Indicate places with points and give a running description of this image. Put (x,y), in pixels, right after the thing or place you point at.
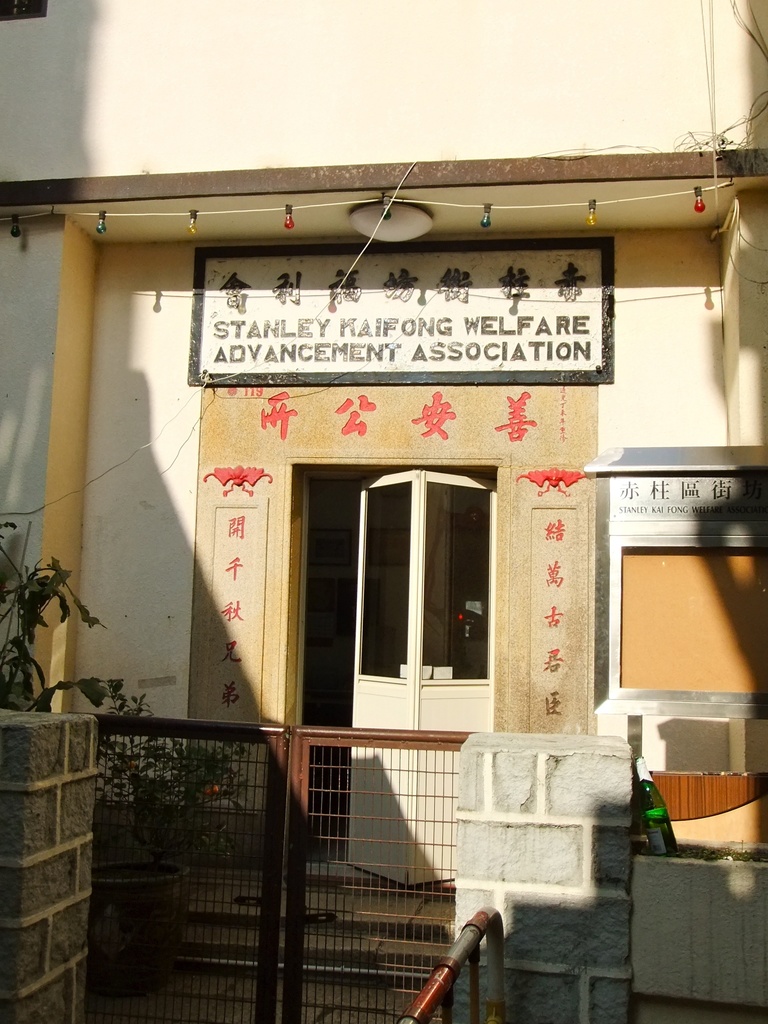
In this picture there is a building (427,678) with a door (482,562) and some name plate (303,357) on this. There is a gate (264,777) in front of it
